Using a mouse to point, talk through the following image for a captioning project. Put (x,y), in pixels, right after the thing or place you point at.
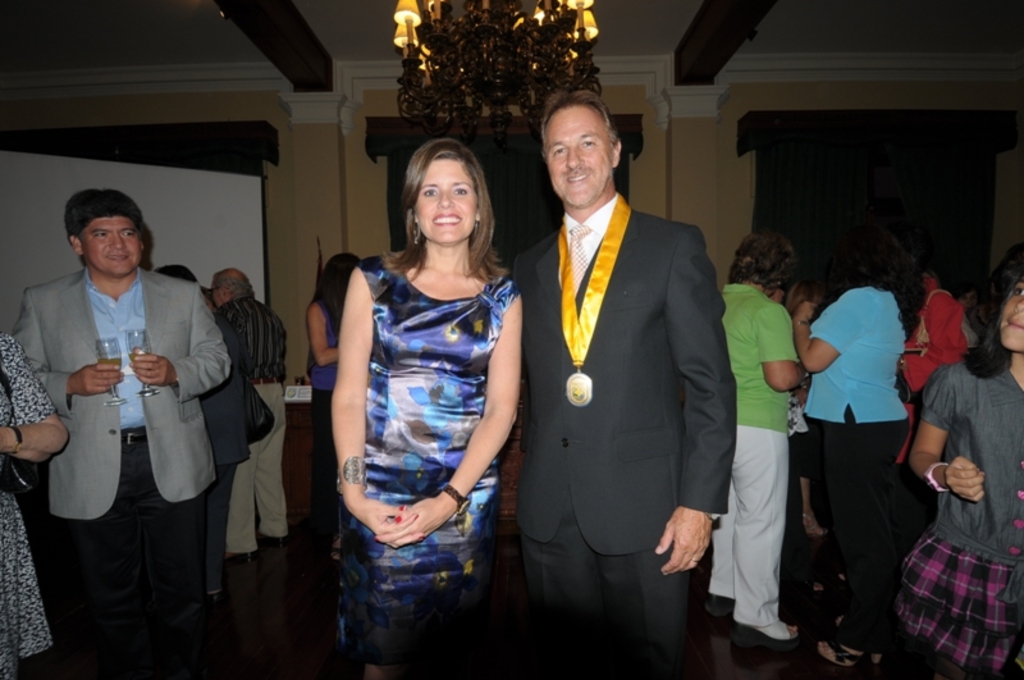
In this image, we can see people (468,314) and one of them is wearing a medal (594,303) and there is a person (178,321) holding glasses (102,363). In the background (199,188), there is screen (200,183) and we can see lights (505,51). At the bottom (246,643), there is a floor (305,586).
